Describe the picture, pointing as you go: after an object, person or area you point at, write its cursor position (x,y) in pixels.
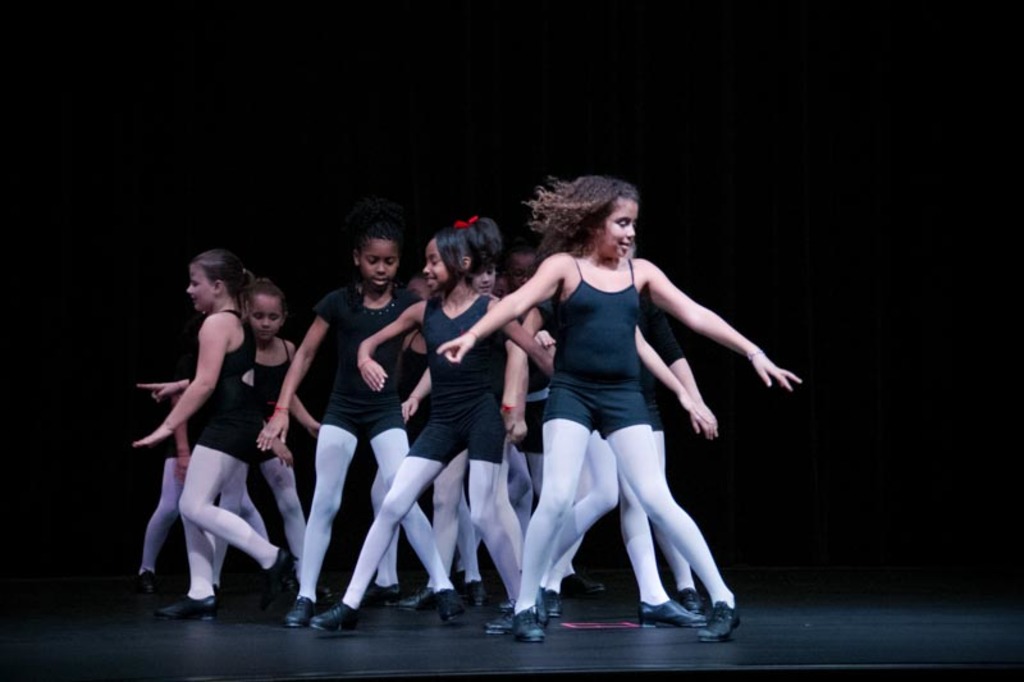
In this picture we can see some group of people (448,389) are standing on the floor (257,646).
